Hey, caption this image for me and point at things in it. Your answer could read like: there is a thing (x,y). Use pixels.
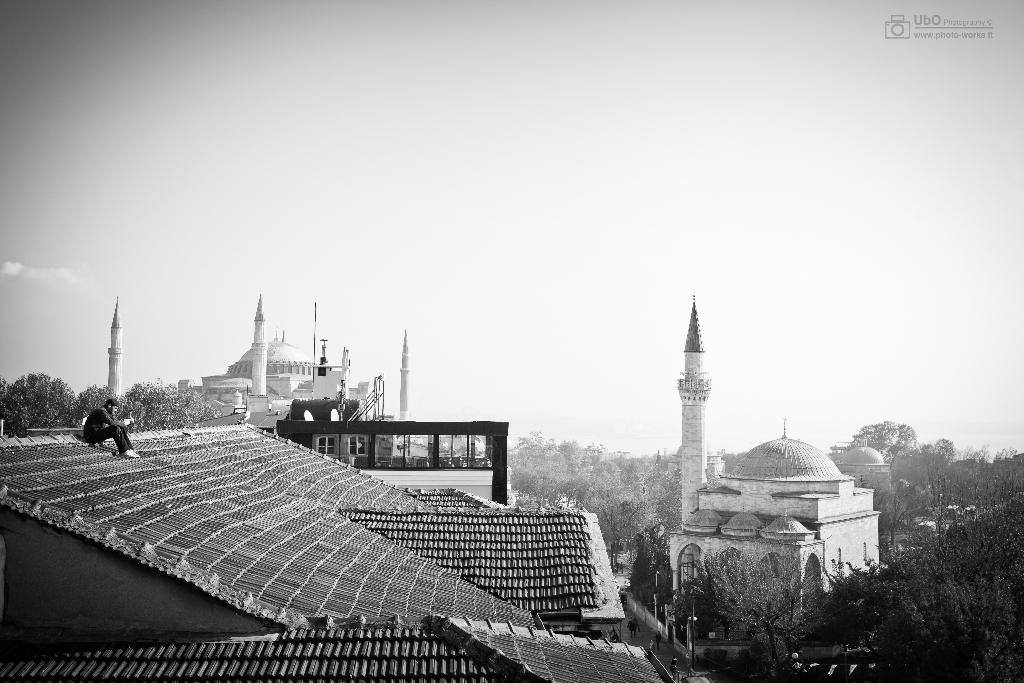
In this image we can see a person (120,439) sitting on the roof (295,521). Here we can see trees (942,593), architectural buildings (728,497), and the sky (162,270) with clouds (57,278) in the background (482,295). Here we can see the watermark (929,33) on the top right side of the image (921,35).
